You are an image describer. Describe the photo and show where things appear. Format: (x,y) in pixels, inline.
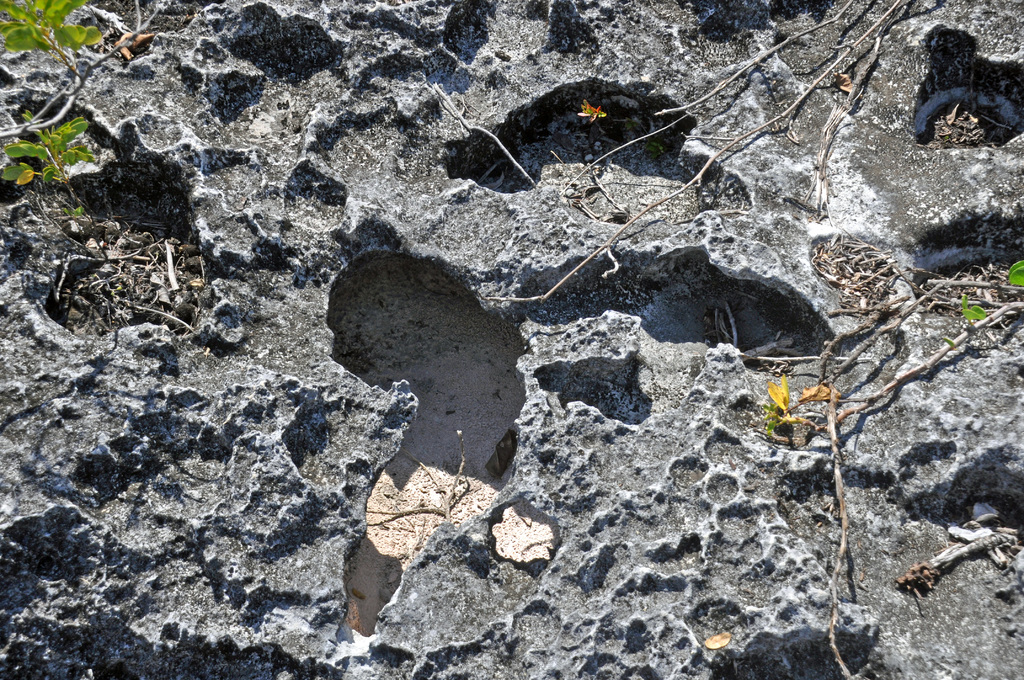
There is a surface of a rock (418,311) as we can see in the middle of this image (668,375).
